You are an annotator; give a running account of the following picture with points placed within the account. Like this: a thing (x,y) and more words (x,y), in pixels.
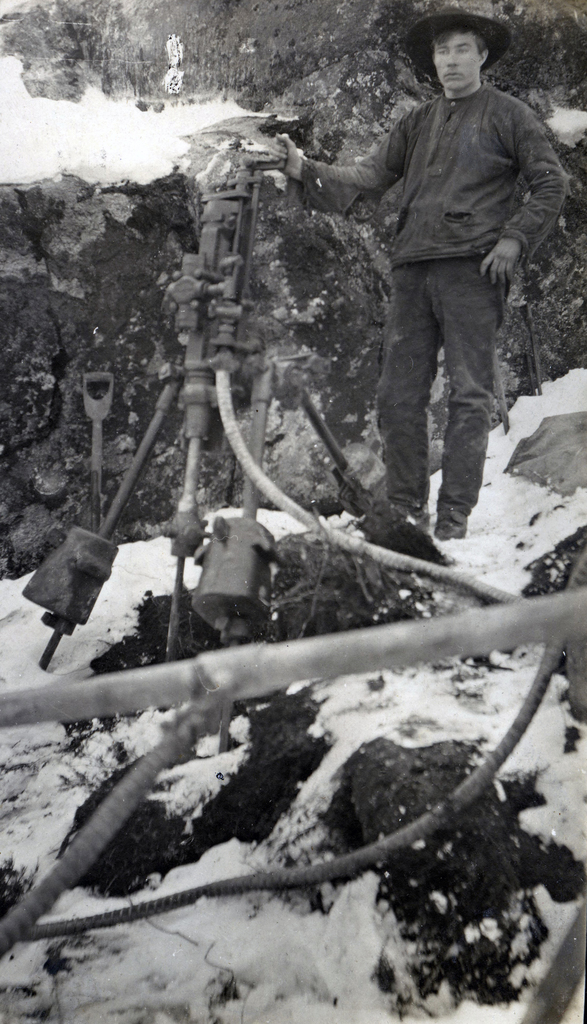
In this image I can see the person (396,351) standing on the snow (445,598). In-front of the person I can see an object (251,539). In the background (123,355) I can see the rock (77,399) covered with snow (85,160). And this is a black and white image.
